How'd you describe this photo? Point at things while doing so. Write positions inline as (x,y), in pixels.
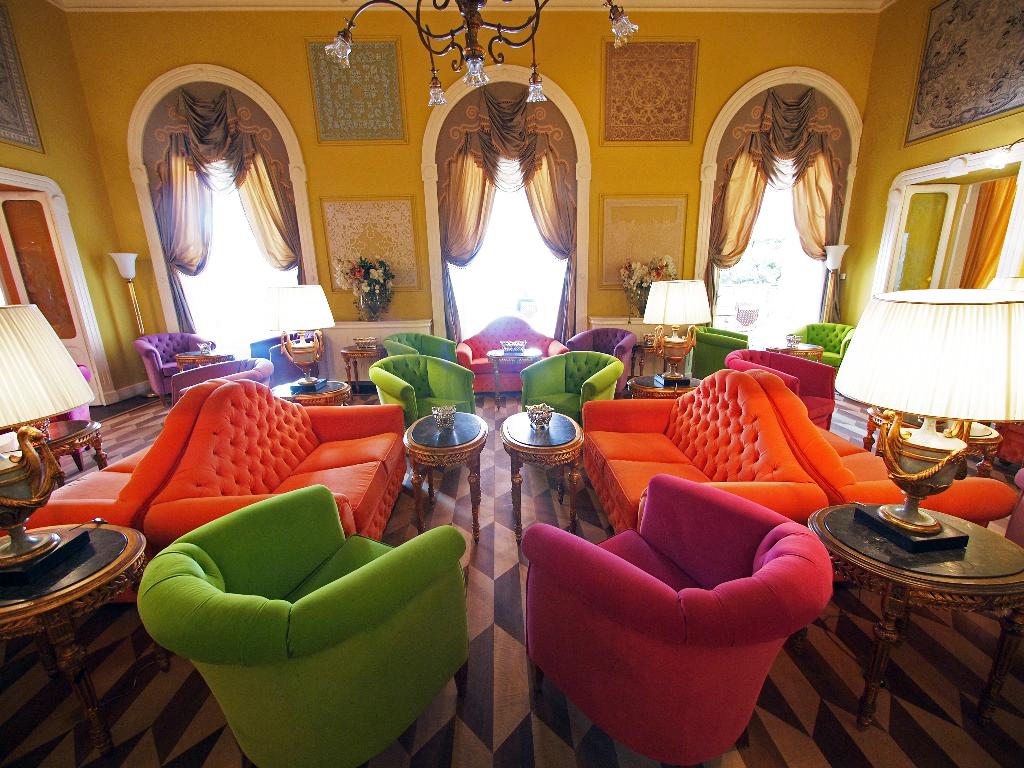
In this image I can see number of sofas (484,341) in different colors. I can also see few tables (563,427), lamps (861,327), flowers (382,268) and curtains (263,224).
